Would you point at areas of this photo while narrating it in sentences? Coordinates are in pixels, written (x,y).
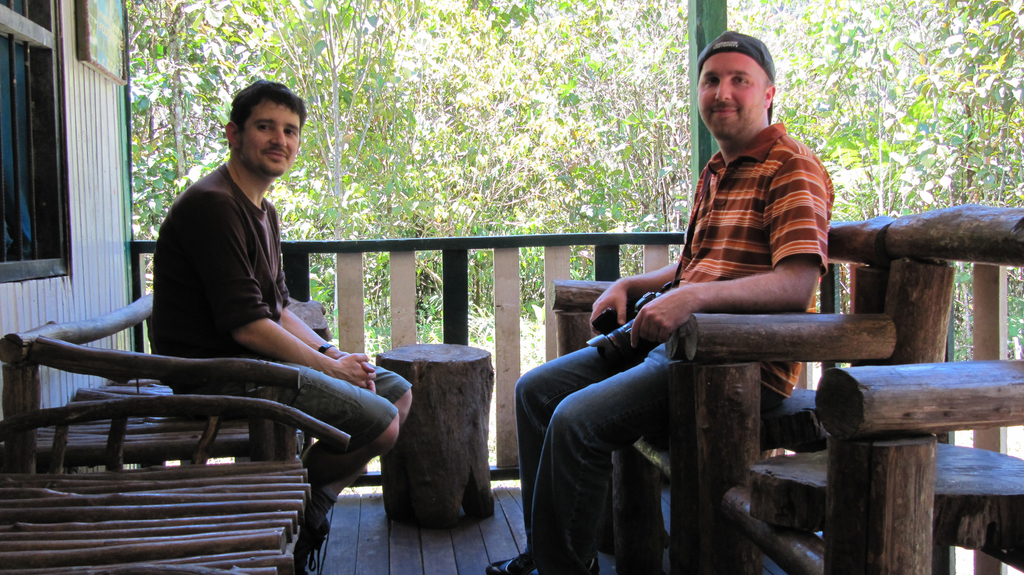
In this image we can see two persons (172,304) smiling and sitting on the bamboo chairs (243,384). On the left (31,226) there is a window (58,204) and there is also a frame (100,47) to the wall (97,212). In the background (883,36) we can see many trees (873,64).
